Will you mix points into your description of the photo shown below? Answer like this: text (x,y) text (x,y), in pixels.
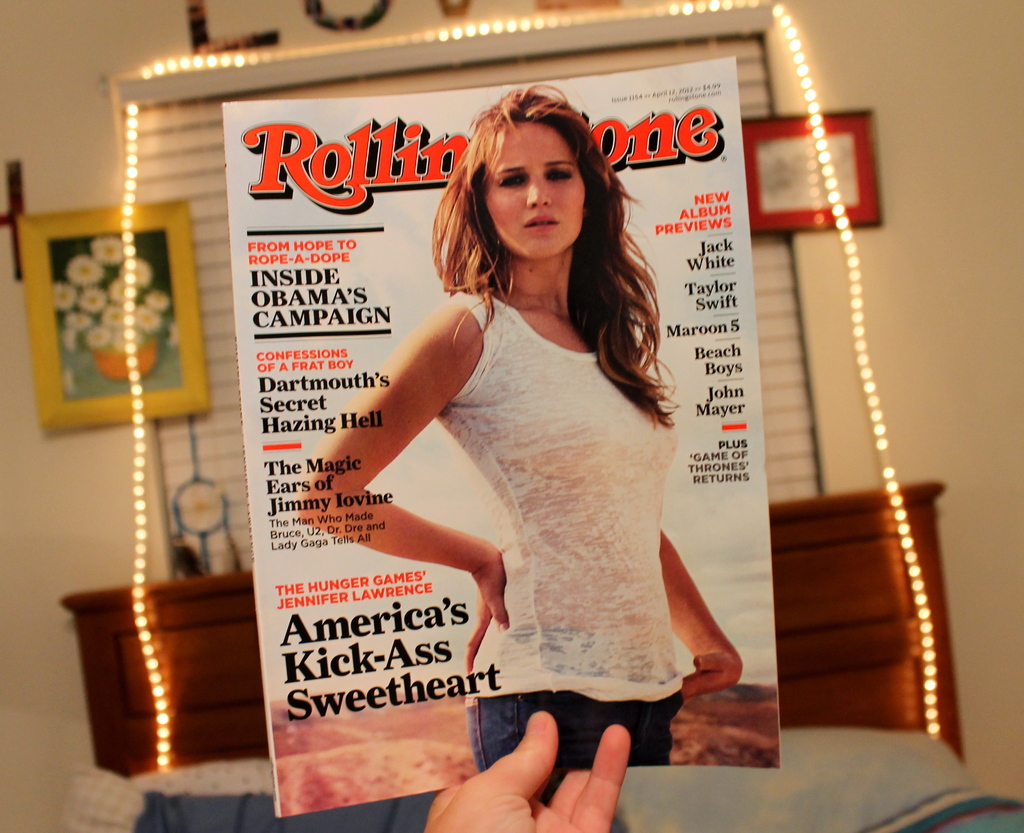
In this image we can see a person's hand (566,795) holding a magazine (468,581) on which we can see a woman (535,427) wearing white top (607,466) and jeans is standing. Here we can see some edited text (660,158). The background of the image (929,518) is slightly blurred, where we can see the bed (616,832), photo frames (151,300) on the wall (834,424), LED lights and the window blinds (689,40).
